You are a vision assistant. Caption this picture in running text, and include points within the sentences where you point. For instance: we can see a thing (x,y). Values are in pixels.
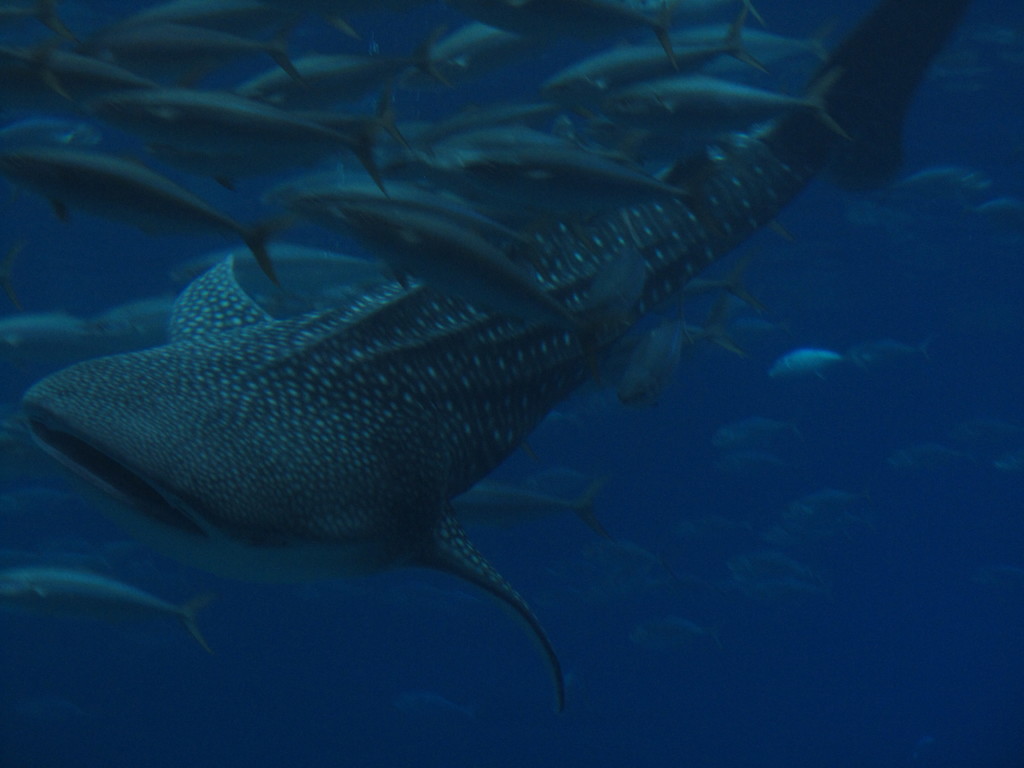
In this image we can see some fish (404,410) under the water (583,657).
